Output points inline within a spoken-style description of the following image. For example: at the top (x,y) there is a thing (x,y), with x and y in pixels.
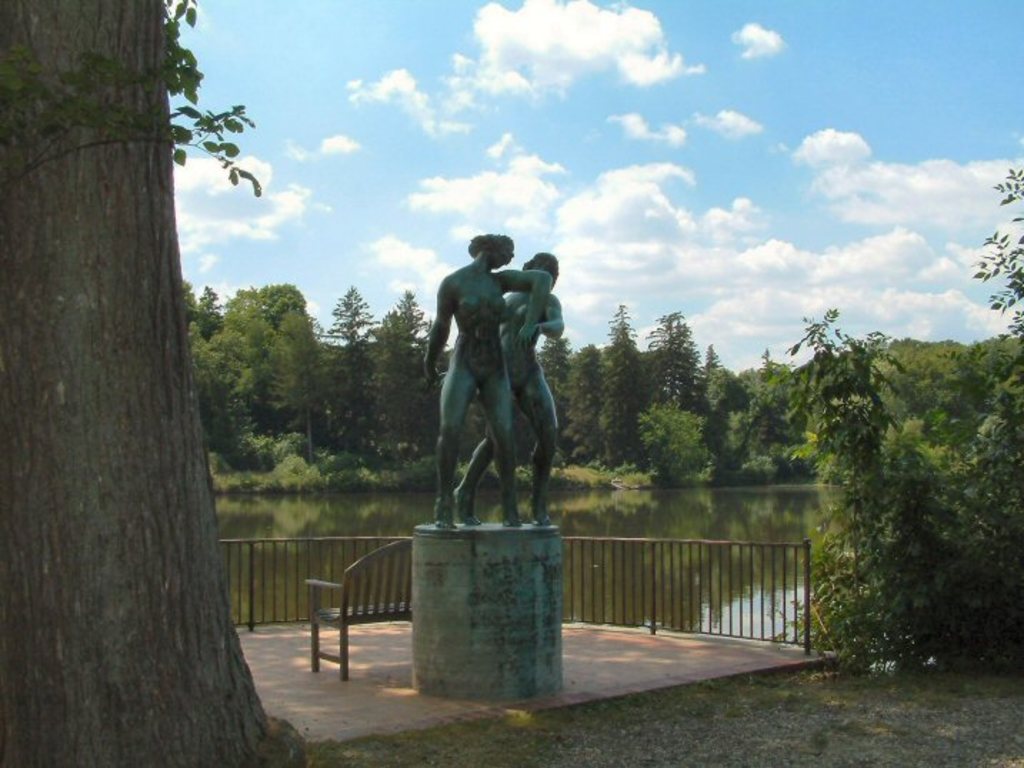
On the left side (86,242), there is a tree (213,740) on the ground (356,762). Beside this tree (191,695), there are two statues (551,411) on a platform (472,529). Beside this platform (457,628), there is a bench (403,562) on the floor (350,634), which is having a fence (742,581). On the right side (856,566), there are trees (887,457). In the background (802,482), there are trees (934,371) and plants (249,477) and there are clouds (750,355) in the sky (738,9).
